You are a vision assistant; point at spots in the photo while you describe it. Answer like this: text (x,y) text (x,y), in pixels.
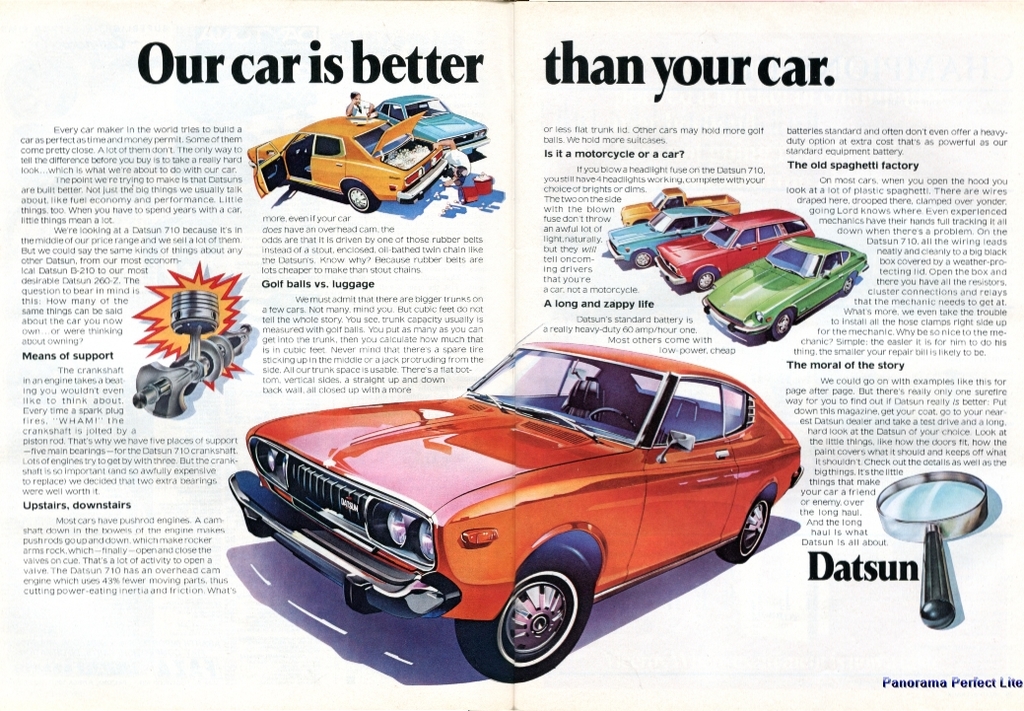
This image consists of a poster (445,223) with text (325,318) and a few images (604,510) of cars (427,174) on it.
